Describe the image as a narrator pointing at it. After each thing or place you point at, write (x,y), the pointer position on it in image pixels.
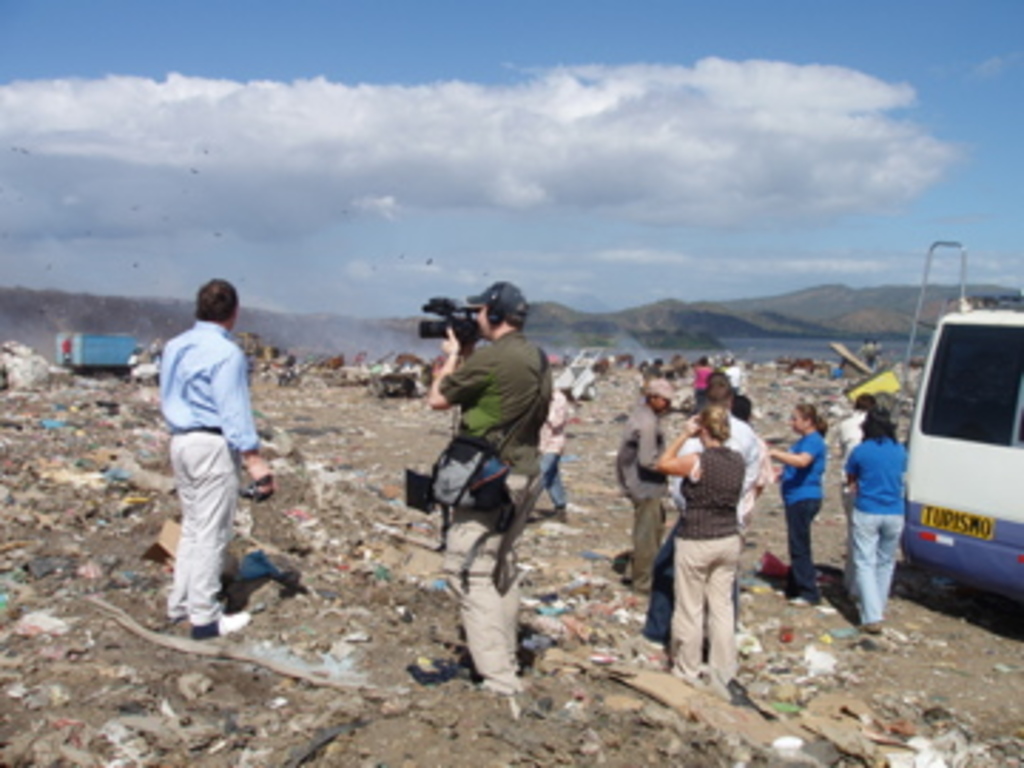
In this image there is a person (458,409) holding the camera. Beside him there are a few other people (648,550). At the bottom of the image (603,653) there is garbage (418,670). In the background of the image (83,353) there are a few objects (583,384). There is water (775,351). There are mountains (627,311) and sky (663,88).
